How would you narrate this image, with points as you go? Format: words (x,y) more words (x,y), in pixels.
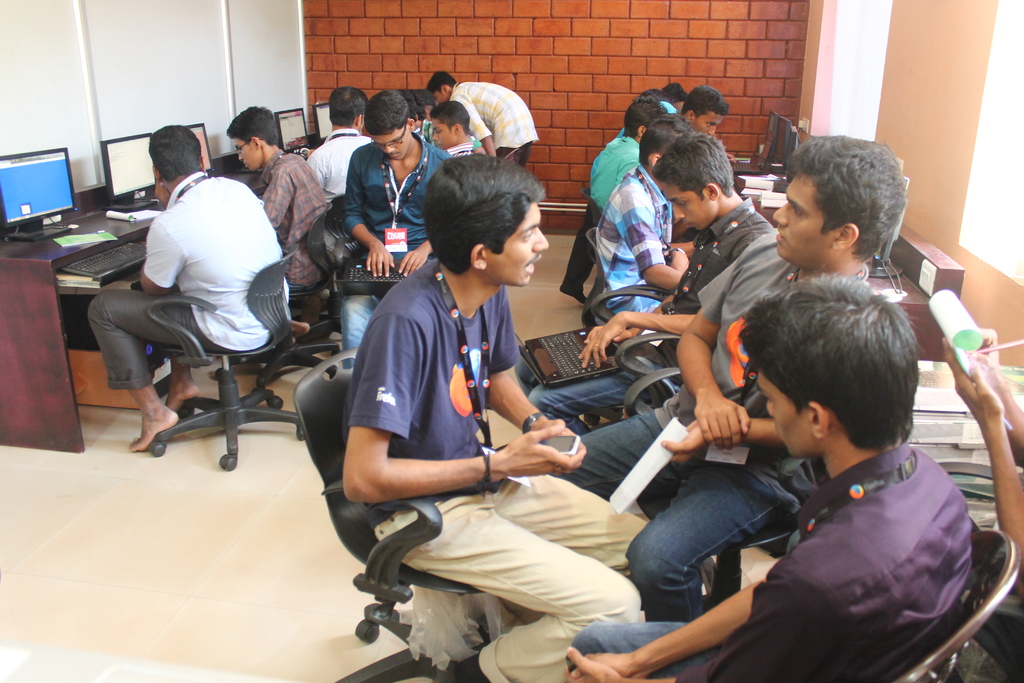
There are few persons (623,446) sitting in chairs (345,254) where two (632,314) among them are operating laptops (574,351) in front of them and the background wall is in brick color.
